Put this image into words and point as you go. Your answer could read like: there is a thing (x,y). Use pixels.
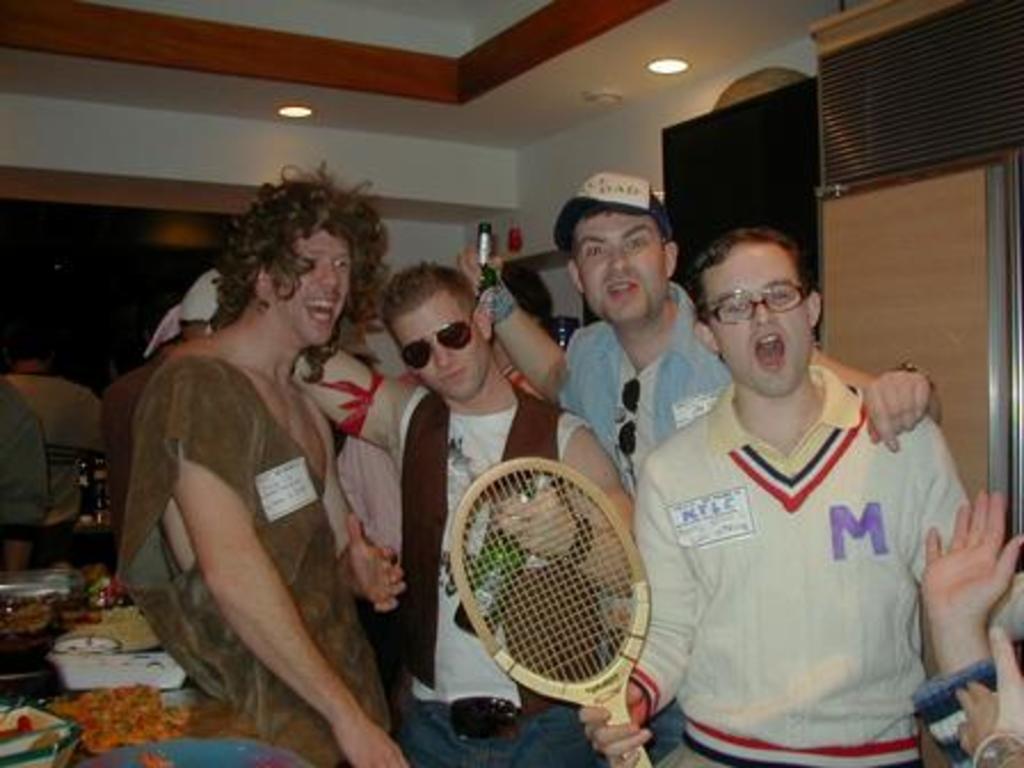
In the foreground (734,423) I can see a group of people (633,259) are standing on the floor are holding some objects (498,595) in their hand (556,542) and a table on which some objects (133,654) and food items (116,632) are kept. In the background (442,151) I can see a wall (375,168), lights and dark color. This image is taken may be during night.
